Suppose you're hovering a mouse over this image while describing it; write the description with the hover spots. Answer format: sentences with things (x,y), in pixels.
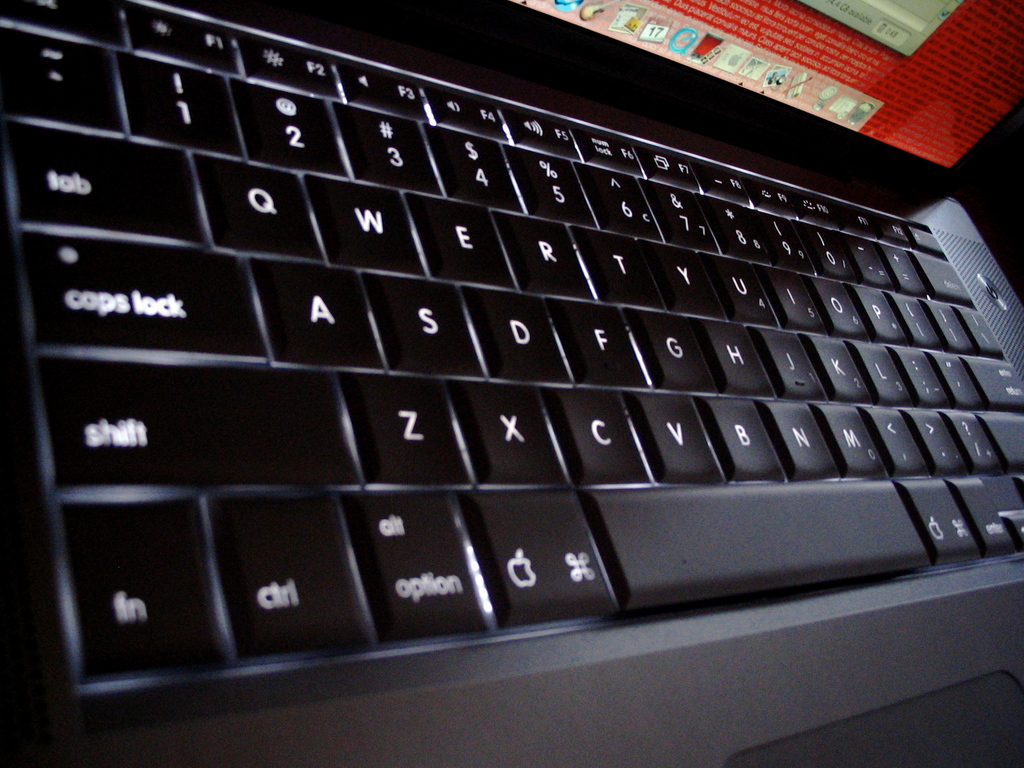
In the image there is a laptop (19,329) and in the foreground (178,204) there is a keyboard (193,475) of the laptop (489,492).
